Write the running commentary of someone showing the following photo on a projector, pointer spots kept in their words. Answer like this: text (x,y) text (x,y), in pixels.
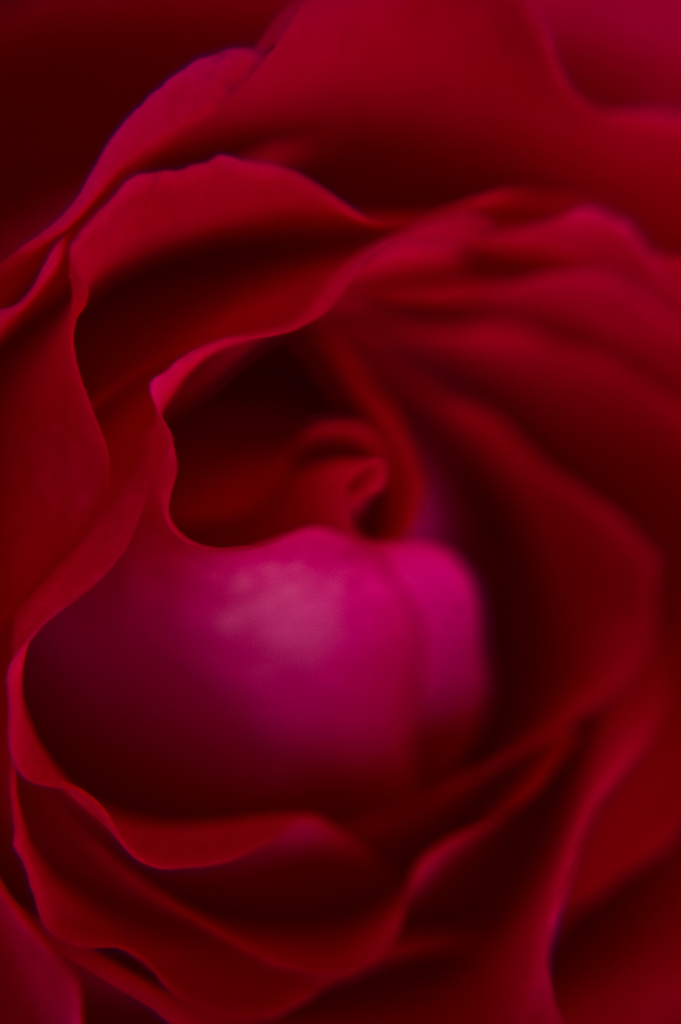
In this image I can see the flower (243,620) which is in red color.
